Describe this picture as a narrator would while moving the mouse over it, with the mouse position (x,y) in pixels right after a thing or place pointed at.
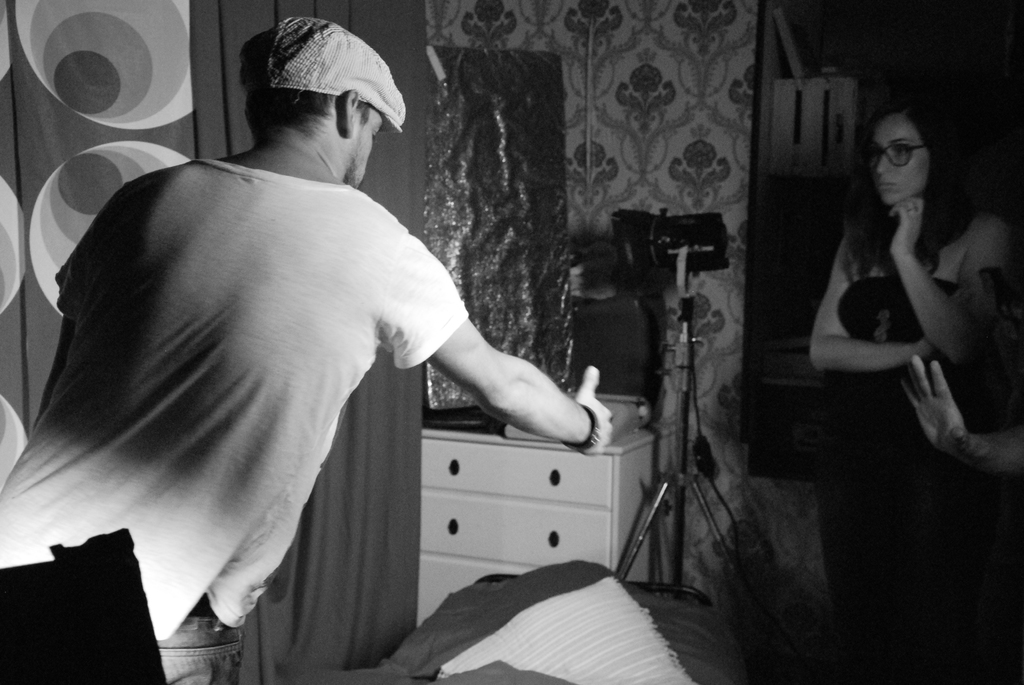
In this image I can see the black and white picture in which I can see a person (215,345) standing, few other persons (948,350), the wall (722,359), a light (703,231), a cupboard (579,494), a cloth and few other objects (634,582). I can see the black colored background (951,19).
